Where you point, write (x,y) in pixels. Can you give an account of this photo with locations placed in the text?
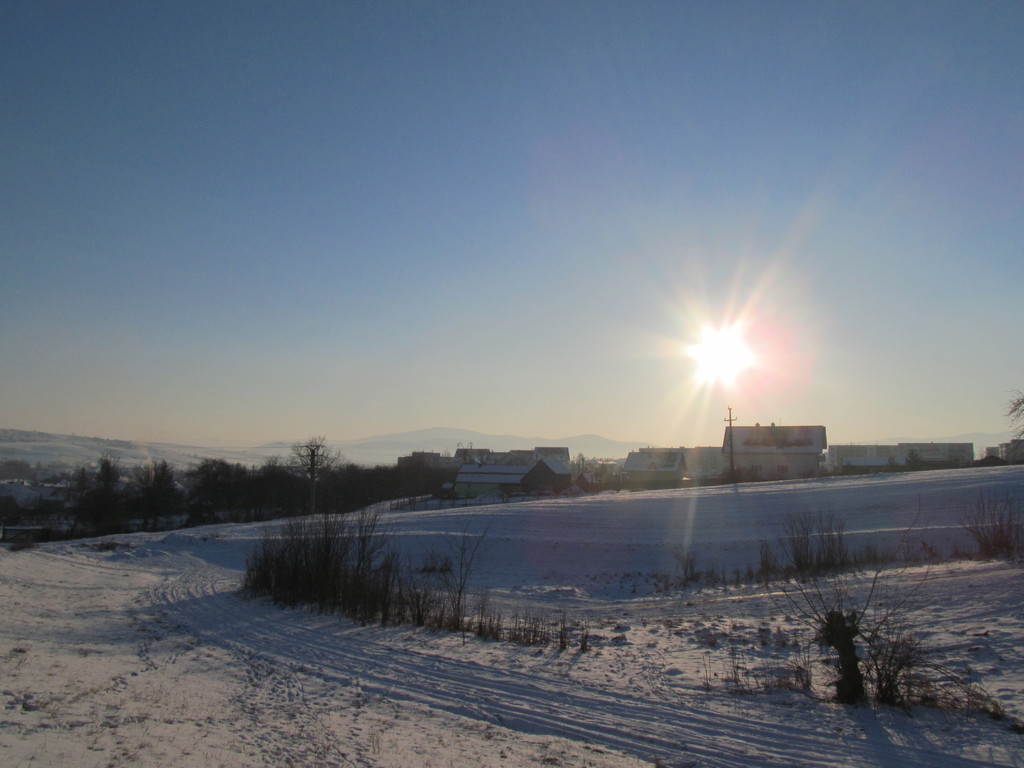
In this image we can see houses (767,438), there is a pole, there are plants (297,554), trees (287,492), also we can see the sun (714,354), snow (554,571), and the sky (455,204).
